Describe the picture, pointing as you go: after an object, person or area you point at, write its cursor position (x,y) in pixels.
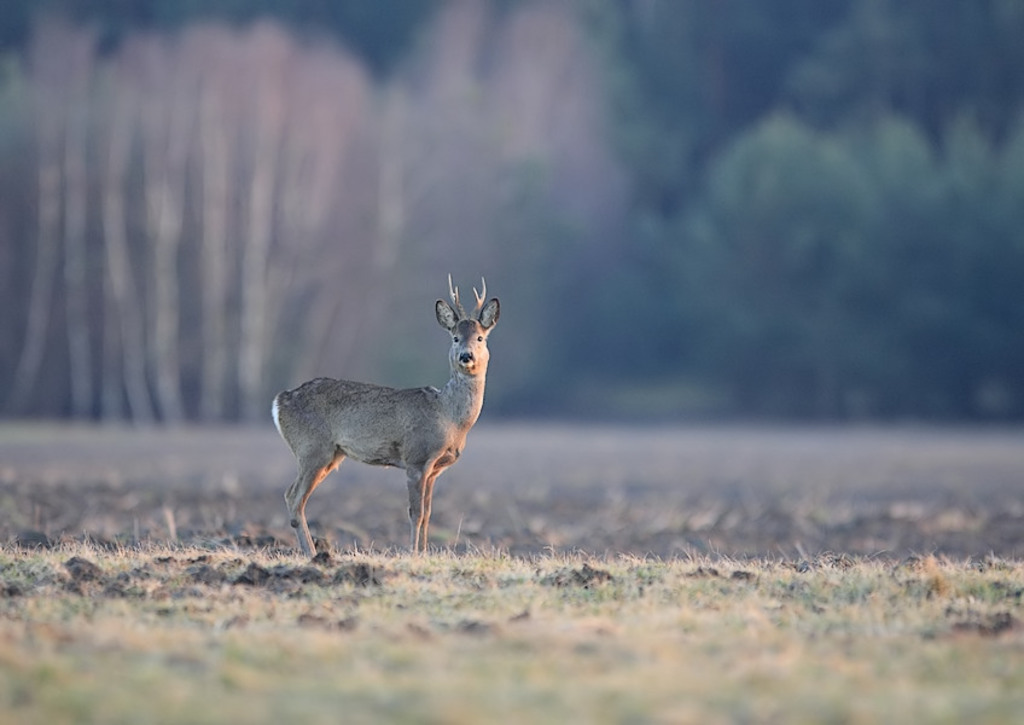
In this picture we can see a roe deer (360,453) on the field (352,490) and behind the deer (366,414) there are trees (735,165).
